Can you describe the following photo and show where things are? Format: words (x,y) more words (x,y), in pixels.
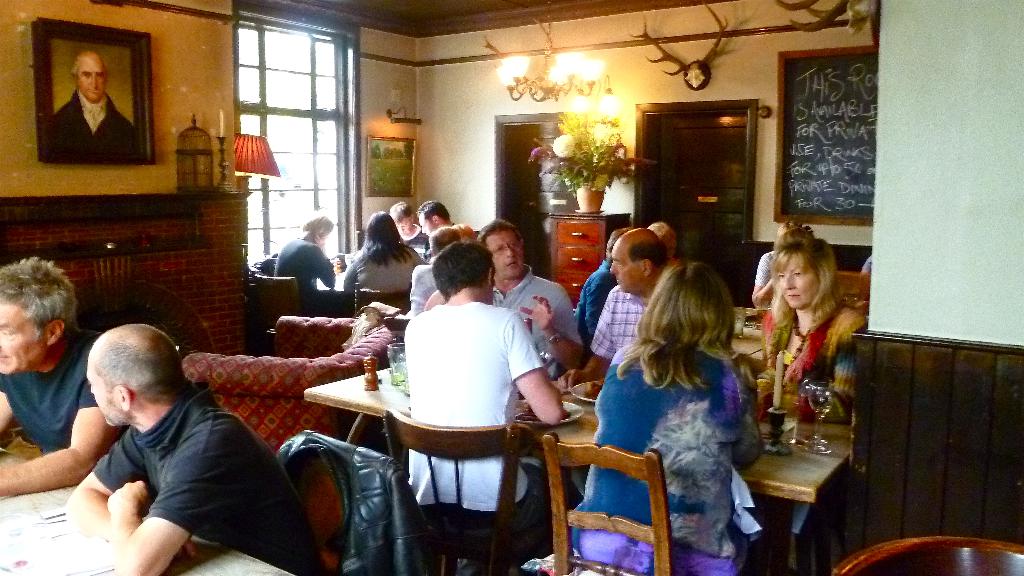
Picture inside of a room (34,237). Persons (465,304) are sitting on a chair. A picture (77,127) on a wall (440,102). On top (547,93) there is a light (544,76). On this cupboard (571,229) there is a plant (572,184). In-front of this person's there is a table (793,490), on table (796,476) there is a candle (779,393), glass (823,382) and plates (583,392). On this chair (322,485) there is a jacket (377,511). This is a door (683,202). A blackboard (802,150) on wall (775,92).
